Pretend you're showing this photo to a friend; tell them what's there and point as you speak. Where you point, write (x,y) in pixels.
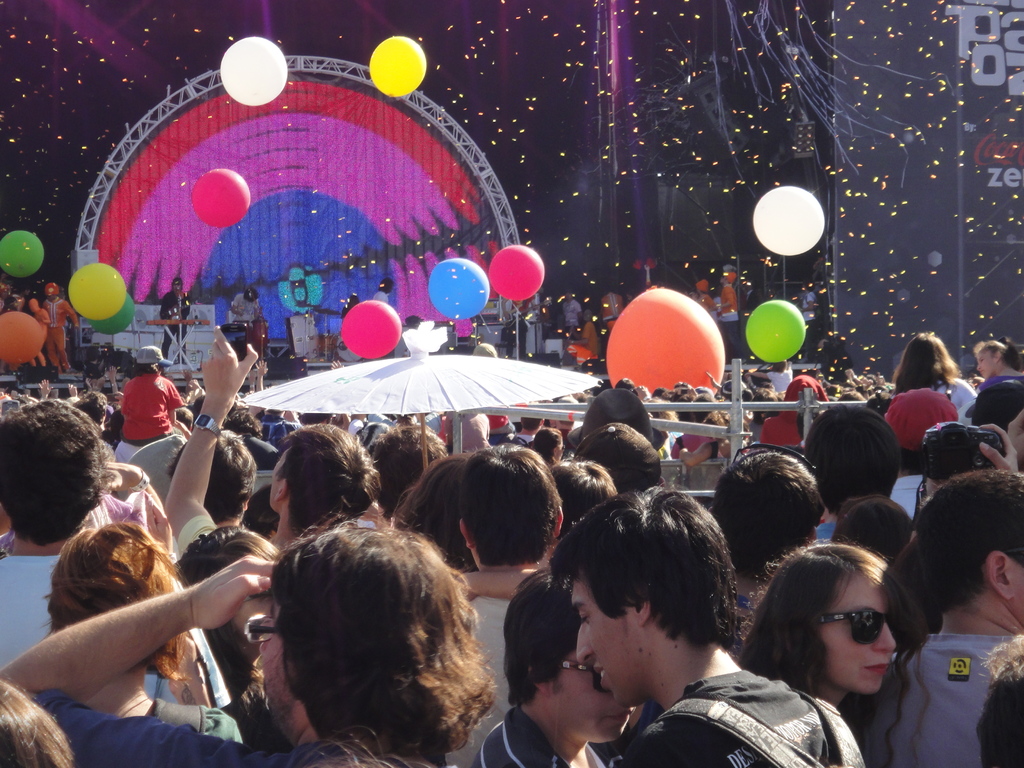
This image consists of many people (205,533). It looks like a music concert. There are balloons (359,355) in the air (71,191). In the background (184,185), there is a stage (704,227) on which few people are performing. To the right (927,211), there is a screen (915,270) in black color.
